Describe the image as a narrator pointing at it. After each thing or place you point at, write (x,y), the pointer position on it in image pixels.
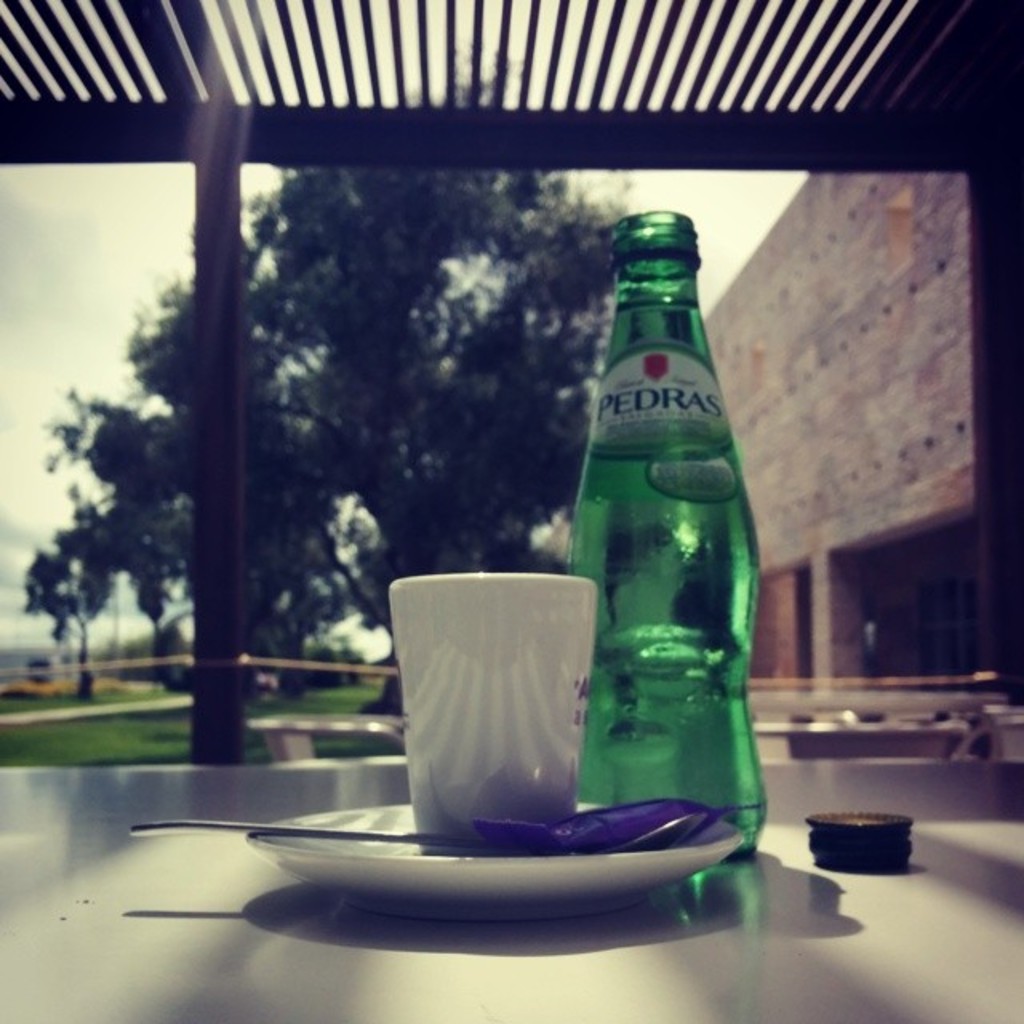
There is a table (773,943) which has a drink bottle (683,610) and a cup (585,662) on it and there is a building (796,402) and trees (460,365) in the background (421,389).
